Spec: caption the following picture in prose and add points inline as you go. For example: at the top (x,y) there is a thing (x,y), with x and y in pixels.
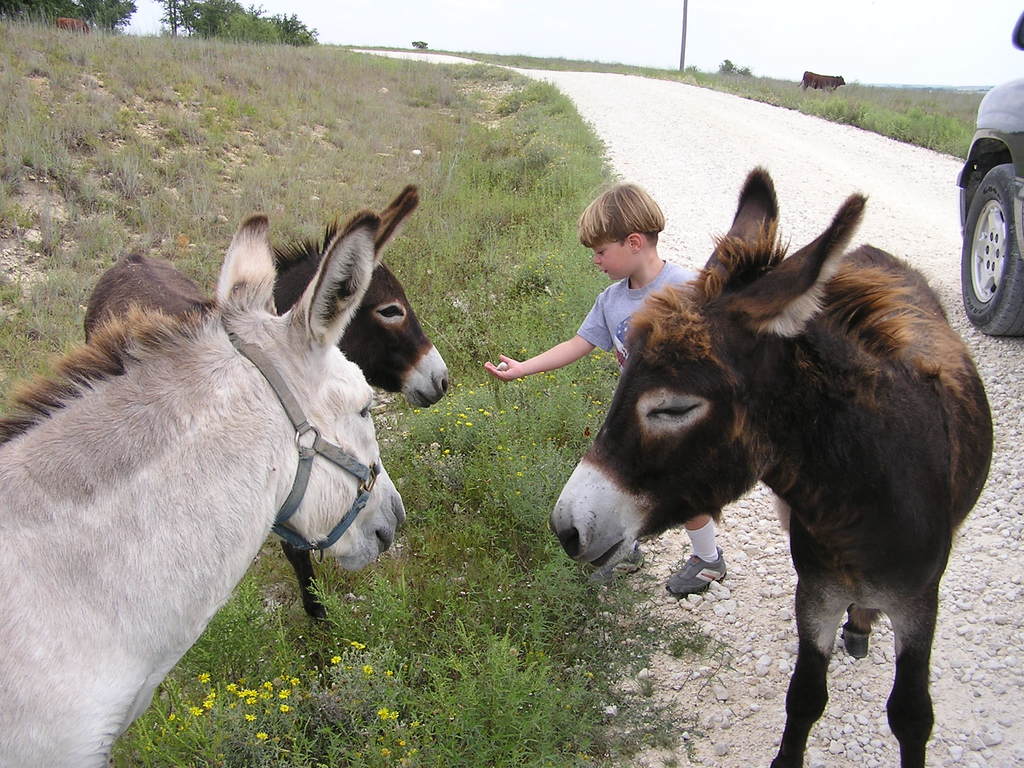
In this picture there are donkeys (374,368) on the right (687,474) and left side of the image (72,677) and there is a car (973,267) on the right side of the image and there is a small boy (506,370) in the center of the image (621,258), there is grassland (350,156) on the left side of the image (264,131).
